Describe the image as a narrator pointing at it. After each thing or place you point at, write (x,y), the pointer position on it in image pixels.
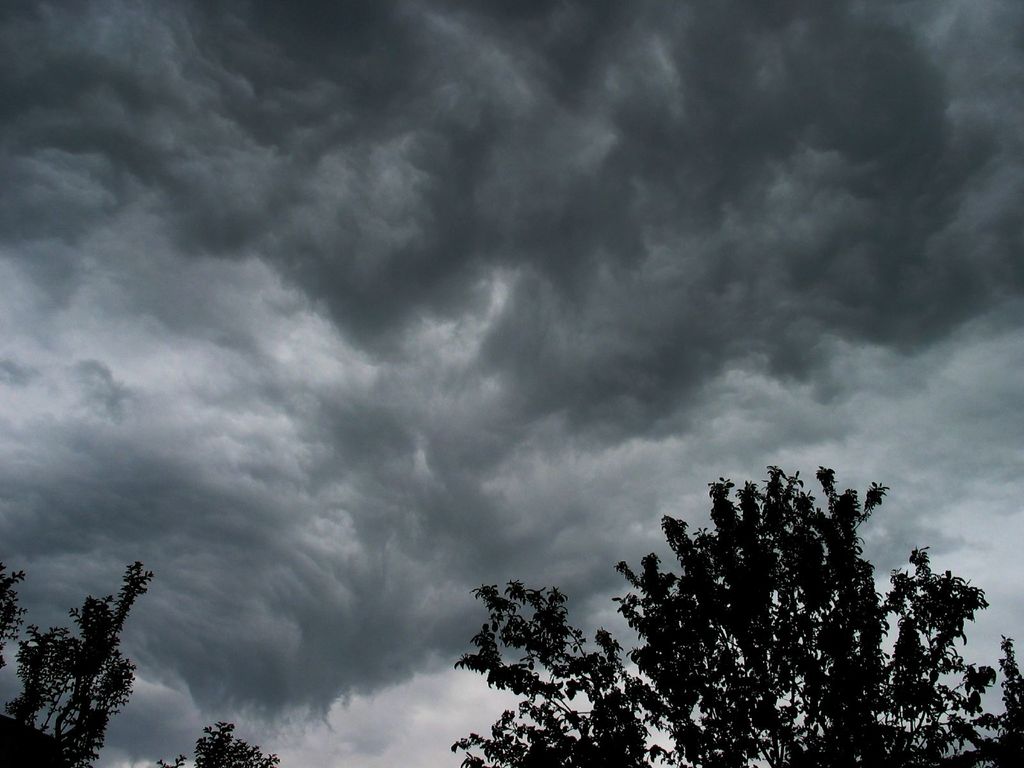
At the bottom of the picture (44,669) there are trees (799,651). Sky (456,423) is cloudy.
